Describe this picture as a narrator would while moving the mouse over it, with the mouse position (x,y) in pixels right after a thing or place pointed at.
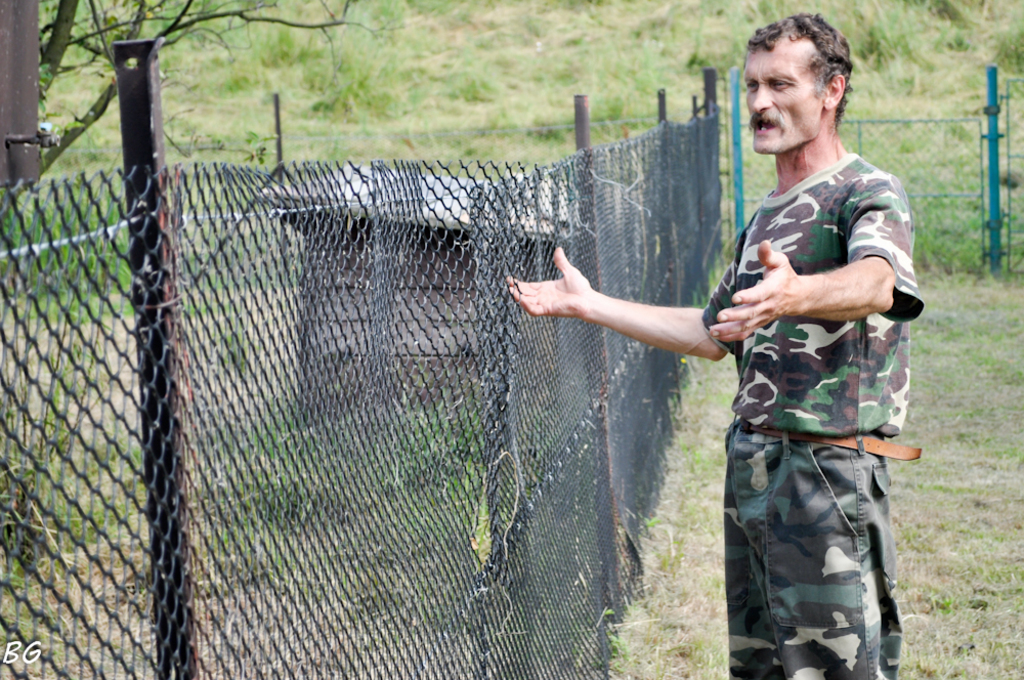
In this image we can see a man (851,353) standing. We can also see the grass (728,376), fence (489,255), pole (2,41) and also trees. In the bottom left corner (21,642) we can see the alphabets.
